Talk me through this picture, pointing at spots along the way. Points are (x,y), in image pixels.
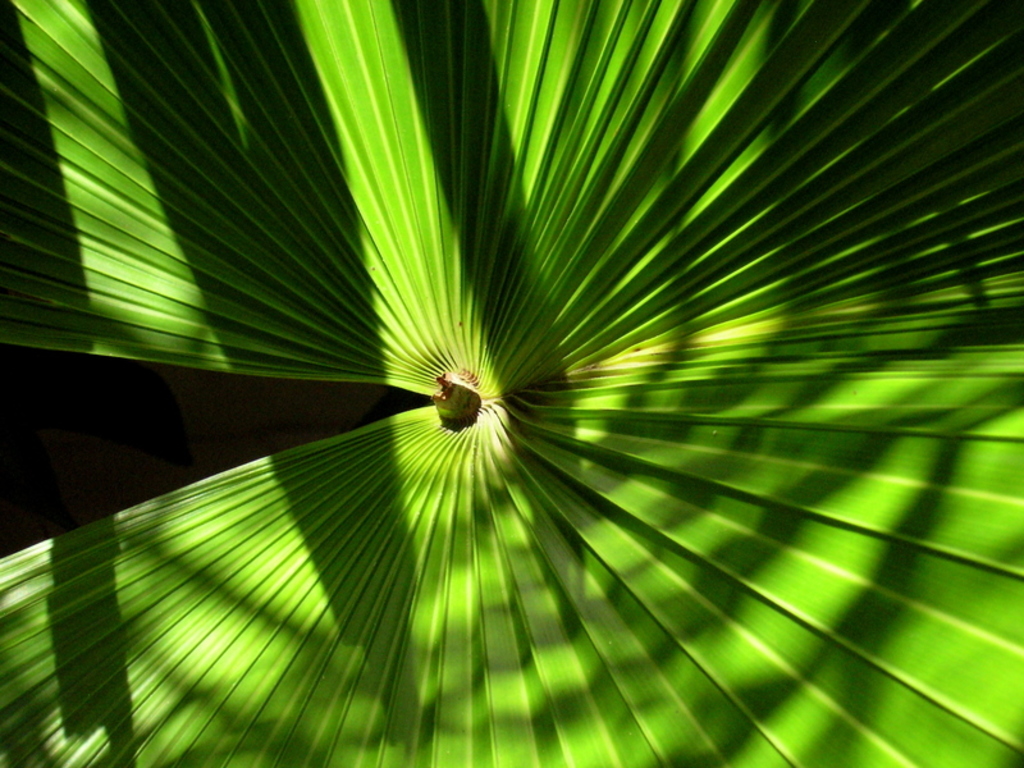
In this image we can see the leaf (473,444) of a plant (482,411).
